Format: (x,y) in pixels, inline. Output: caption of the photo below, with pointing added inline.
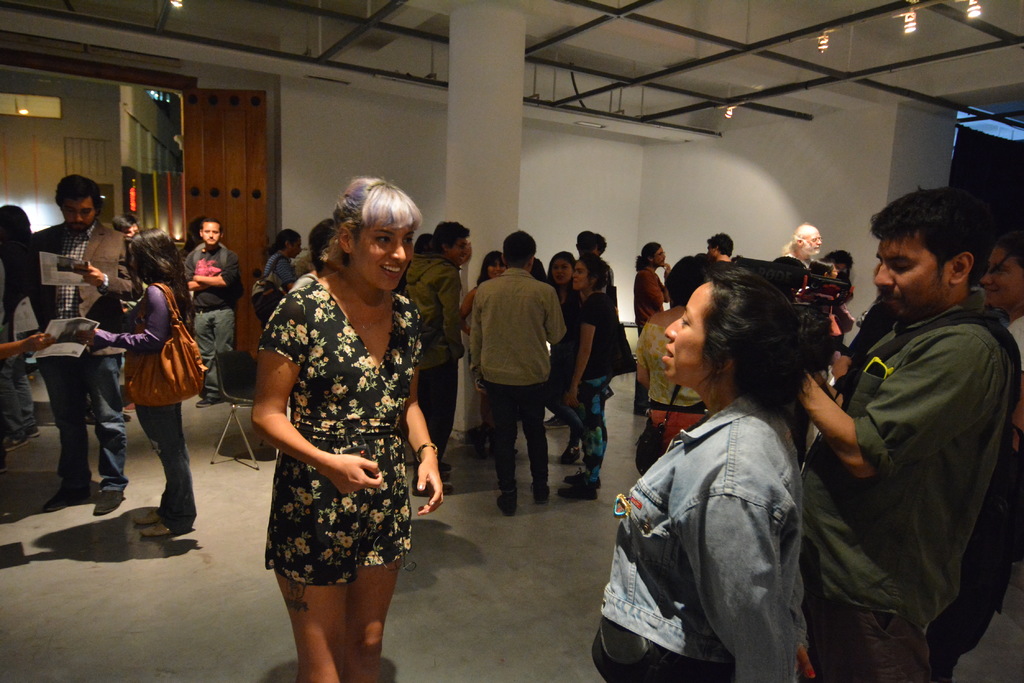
In this image we can see a few people (372,357) standing on the floor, among them some people (383,428) are carrying the bags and holding the objects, at the top (652,117) we can see some metal rods (803,60) and lights (908,29) hanged, also we can see the wall (274,166) and a chair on the floor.
